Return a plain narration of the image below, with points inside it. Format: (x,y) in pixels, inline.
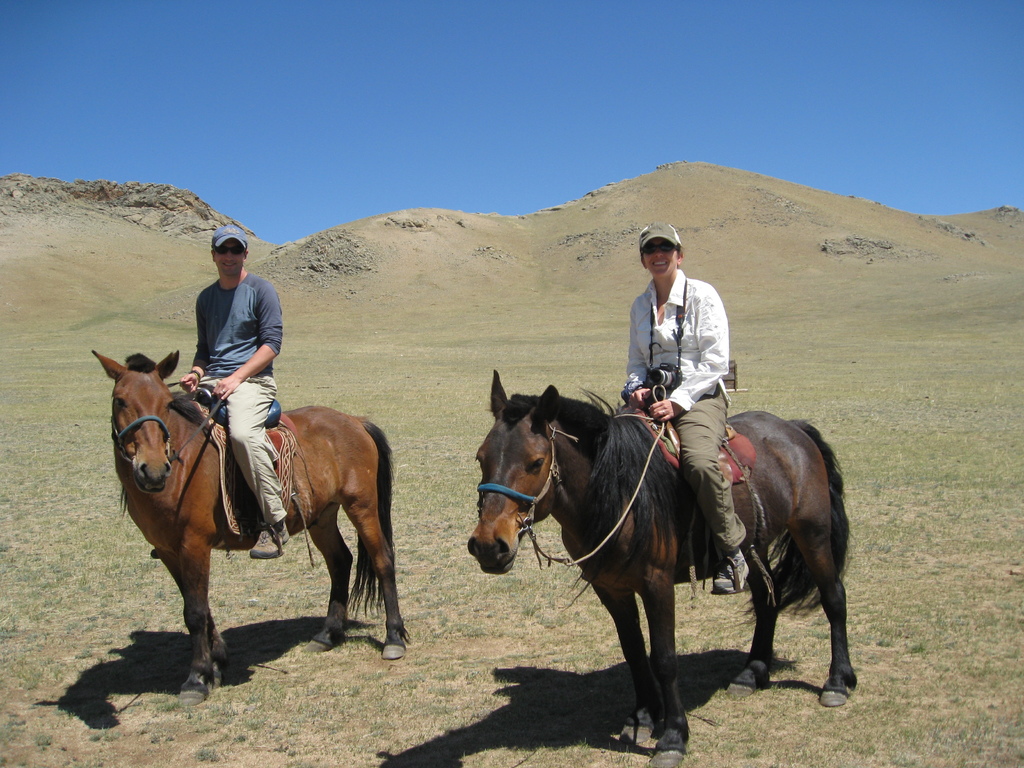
In this image we can see 2 people (209,316) on horses (589,565). And we can see a person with a camera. And we can see the hill (624,211). And we can see the sky (398,101).
